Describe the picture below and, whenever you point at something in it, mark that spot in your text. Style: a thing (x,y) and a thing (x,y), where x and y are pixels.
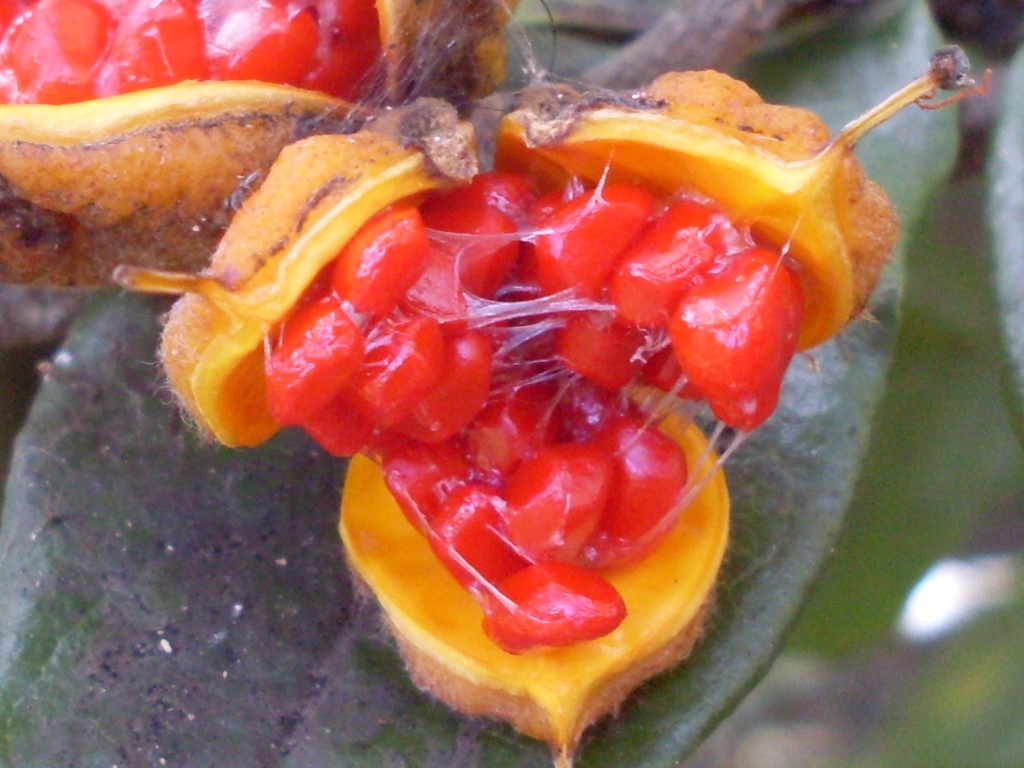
There are 2 fruits (392,247) and leaves (911,484) behind that.
